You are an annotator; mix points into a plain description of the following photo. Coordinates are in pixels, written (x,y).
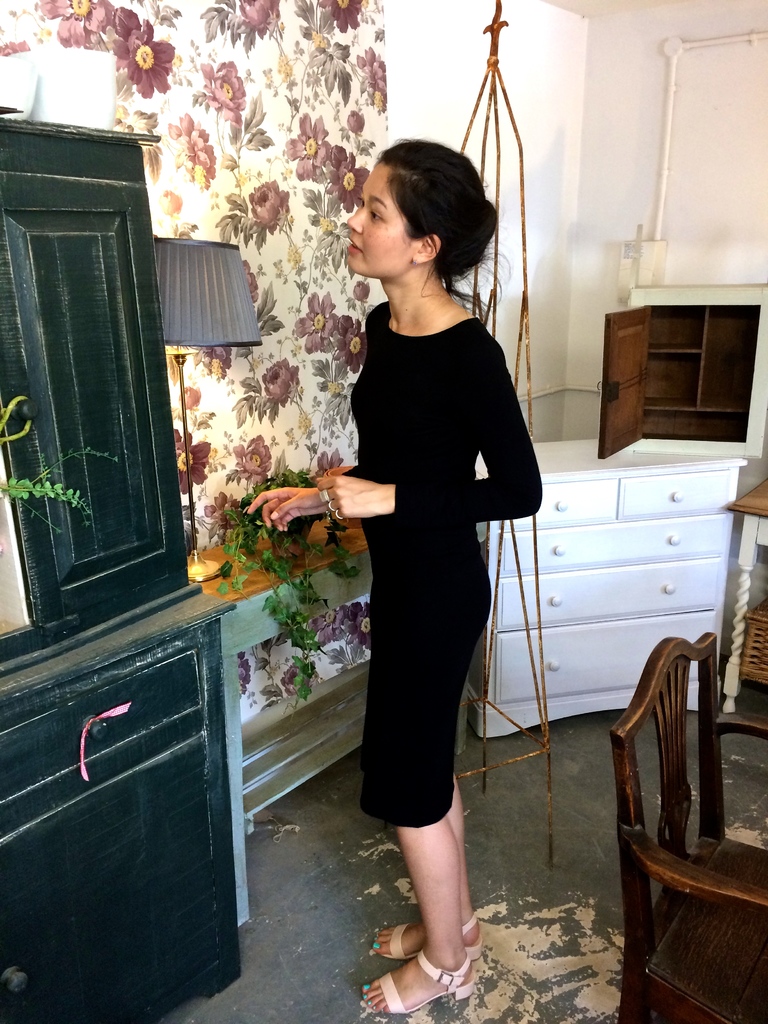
In this image there is a lady person (421,530) wearing black color dress (446,576) standing on the floor (409,881) at the left side of the image (104,917) there is a wardrobe (152,687) and at the right side of the image (651,983) there is chair (676,702) and at the background (343,205) there is lamp (217,315) and wallpaper (288,199).
